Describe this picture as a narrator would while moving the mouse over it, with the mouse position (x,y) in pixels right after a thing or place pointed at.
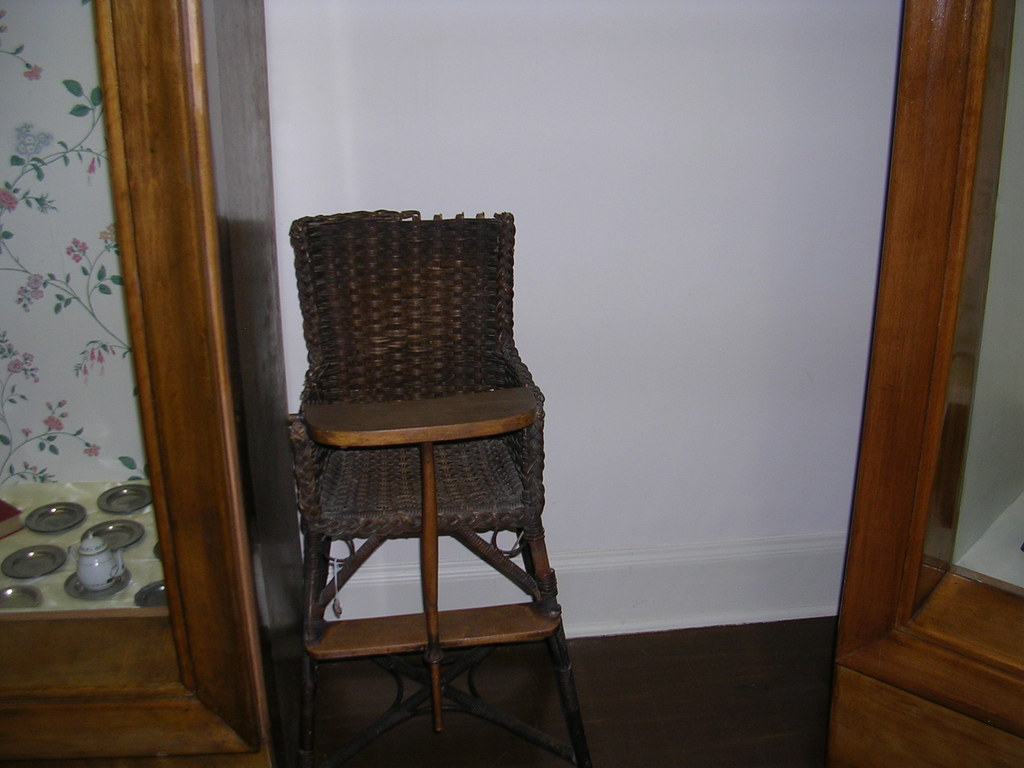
In the center of the image (427,340), we can see a chair (399,409) and in the background, there are cupboards (100,613) and we can see some utensils (88,557) and there is a wall (599,302). At the bottom (654,687), there is floor (688,673).
